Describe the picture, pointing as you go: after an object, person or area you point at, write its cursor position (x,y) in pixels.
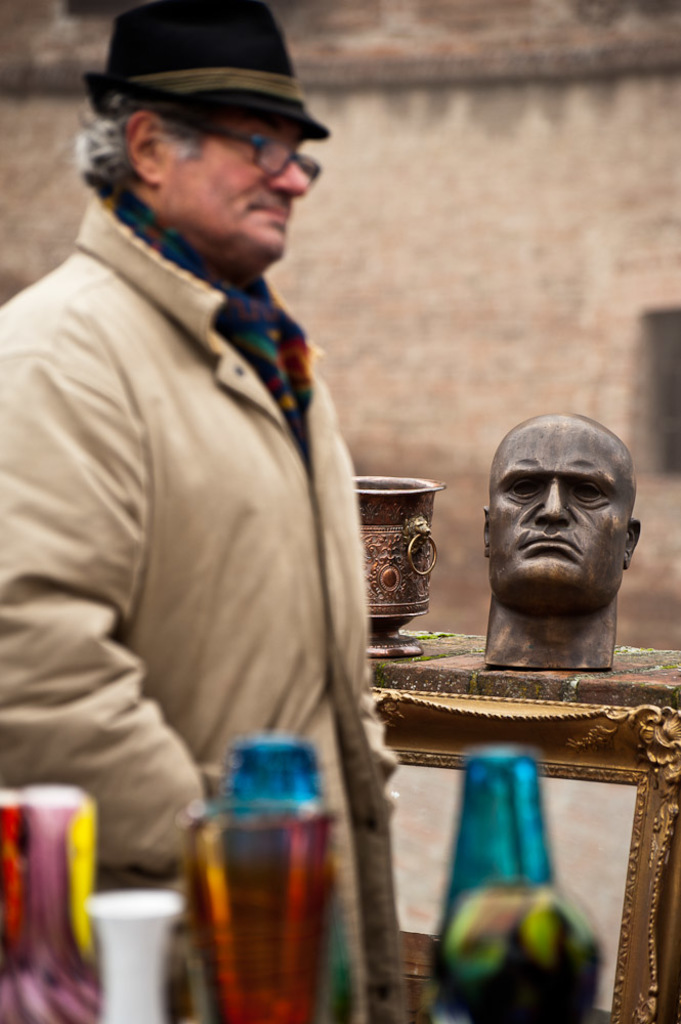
In this picture I can see colorful things (293,859) in front (578,993) and in the middle of this picture (309,529) I can see a man (101,431), who is wearing a coat (158,343) and a hat (162,96) on his head (211,40) and behind him I can see a utensil (388,540) and a sculpture (520,543) of a head (520,576). In the background (432,586) I can see the wall (561,243). I can also see a frame (614,743) near to him.
